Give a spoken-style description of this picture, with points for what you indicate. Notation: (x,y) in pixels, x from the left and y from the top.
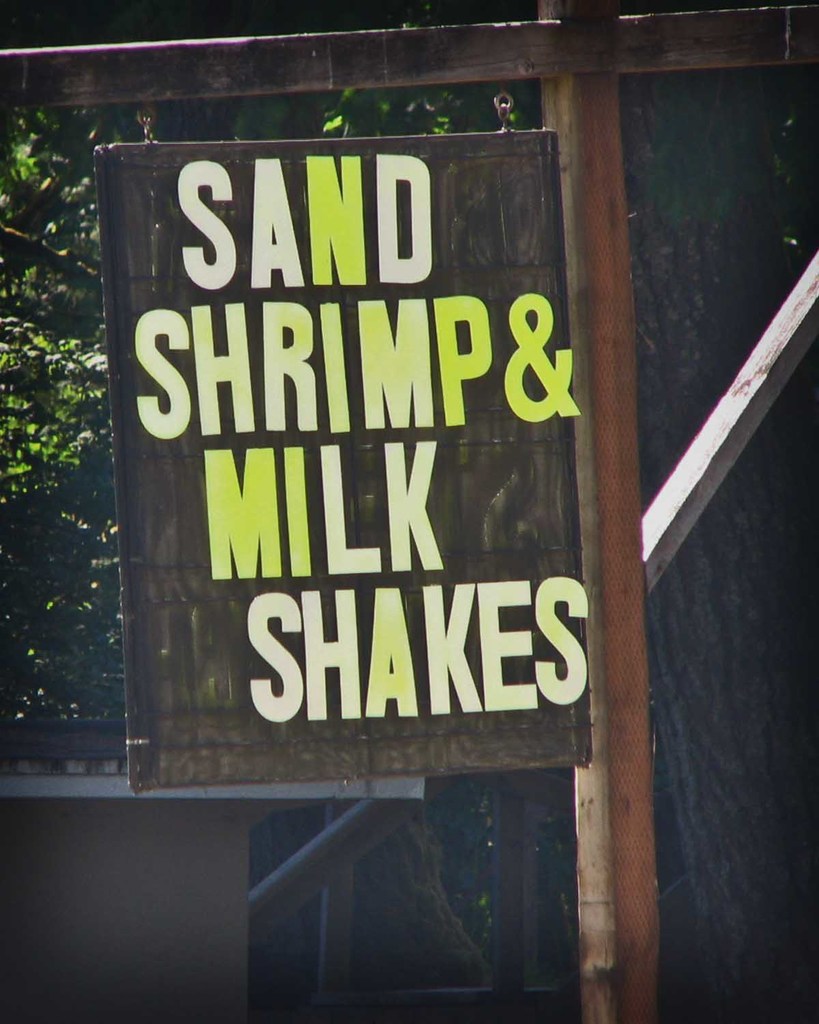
In this image we can see some text (391,496) on the board (397,652). We can see the trunk (753,827) of the tree (638,198) at the right side of the image (680,309).
